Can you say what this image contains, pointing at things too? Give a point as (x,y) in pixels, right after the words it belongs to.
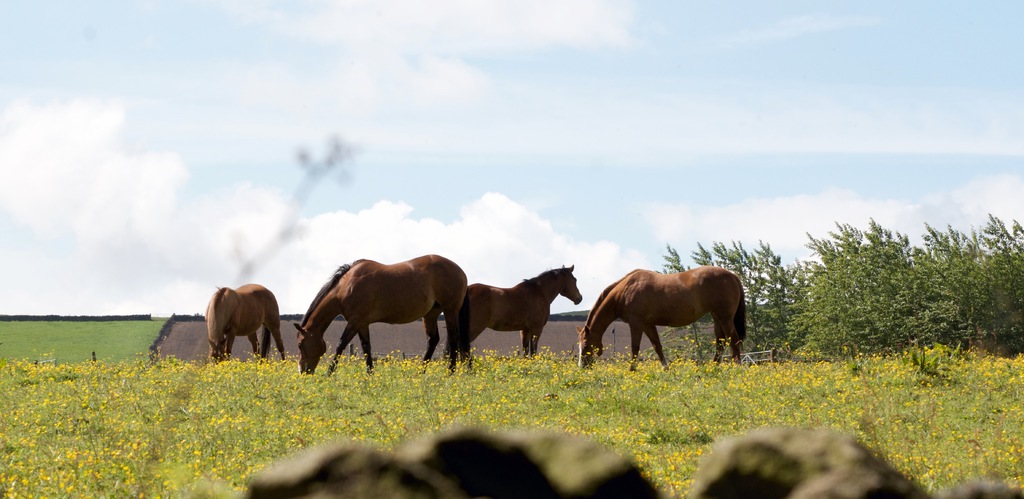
We can see plants (761,425), flowers (716,370), horses (715,297) and trees (762,323). In the background (107,343) we can see grass (86,343) and sky (195,289) with clouds (468,207).
